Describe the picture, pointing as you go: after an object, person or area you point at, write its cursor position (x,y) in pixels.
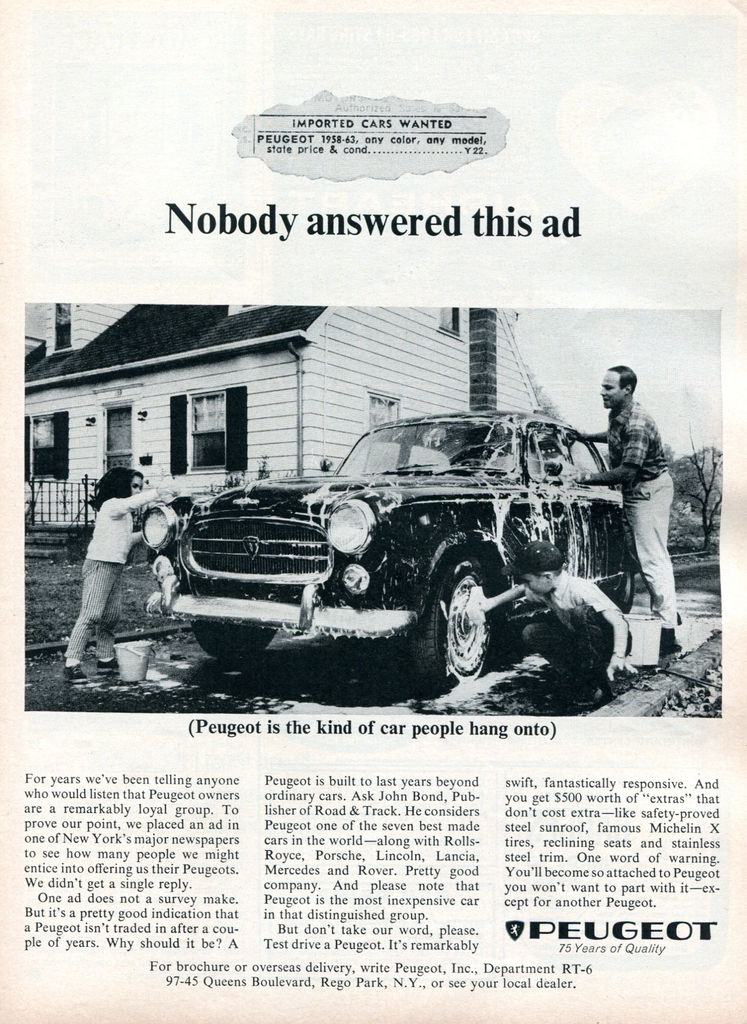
In this image there is a paper (351,707). On the paper (350,558) there is an image (506,630) of few people (617,388) washing the car (350,519), behind the car (328,542) there is a building (275,398) and on the top of the image (363,232) and below the image there is some text (351,842).
